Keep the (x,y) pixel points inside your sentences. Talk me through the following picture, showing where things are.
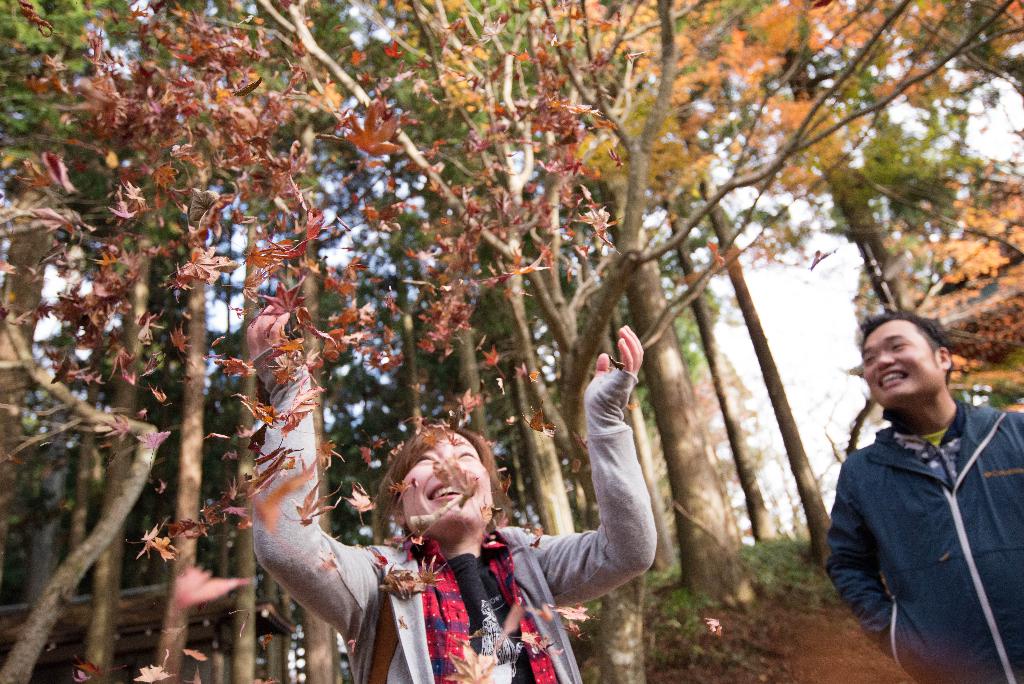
In the image there are two people (433,599), a man (945,381) and a woman (443,613). The woman (470,465) is throwing the dry leaves (395,582) upwards and she is playing with the leaves (407,590), behind them there are many tall trees (664,540).
